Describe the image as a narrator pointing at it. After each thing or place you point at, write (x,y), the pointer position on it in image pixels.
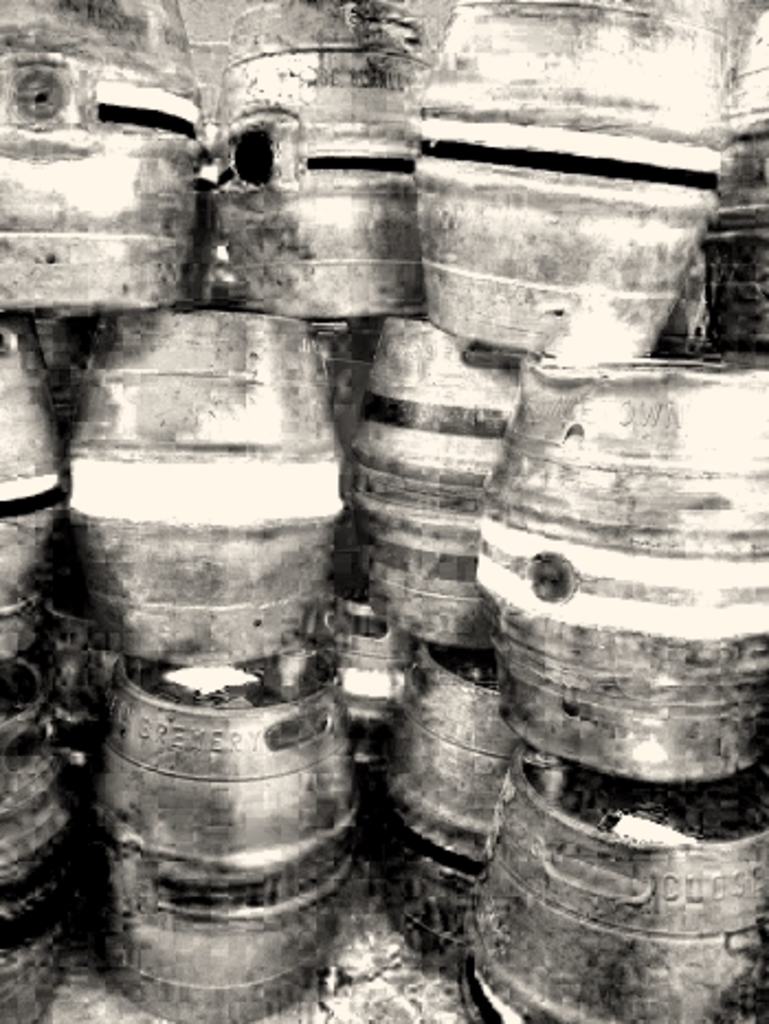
In this picture I can observe some barrels (323,355) placed on the land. This is a black and white picture.
